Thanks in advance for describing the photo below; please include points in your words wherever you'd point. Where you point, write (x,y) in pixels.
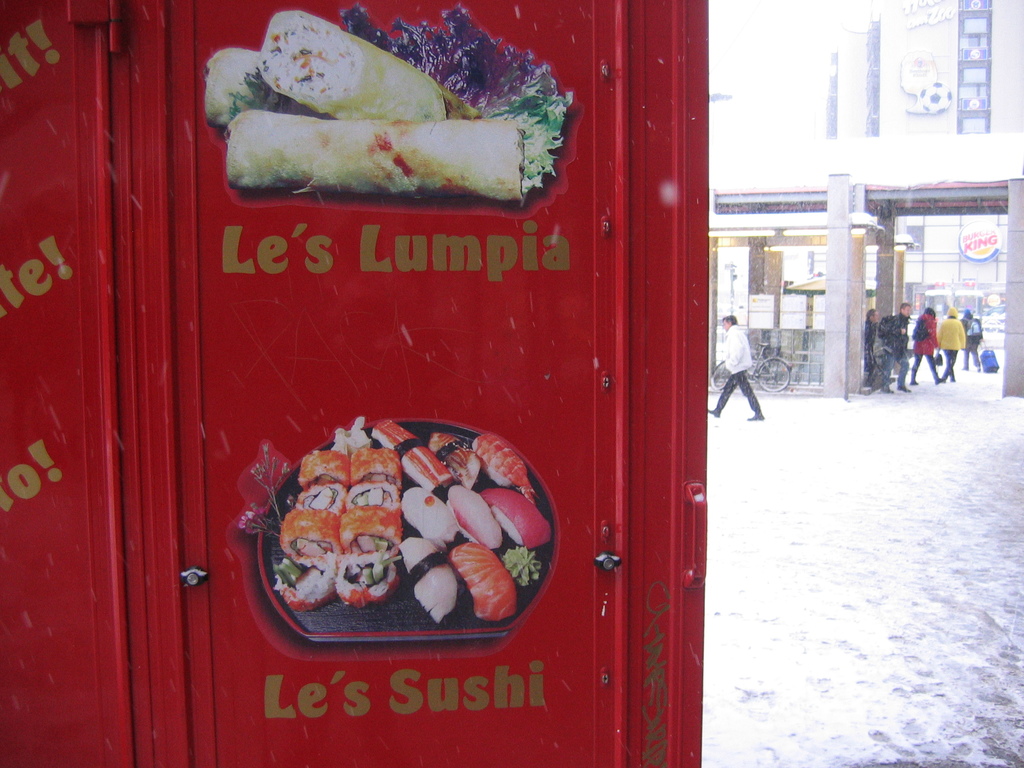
In this picture we can see a board (379,730), on this board (515,721) we can see food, some text (661,663) on it and in the background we can see people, bicycle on the road (783,621), here we can see a fence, pillars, buildings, name boards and some objects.
